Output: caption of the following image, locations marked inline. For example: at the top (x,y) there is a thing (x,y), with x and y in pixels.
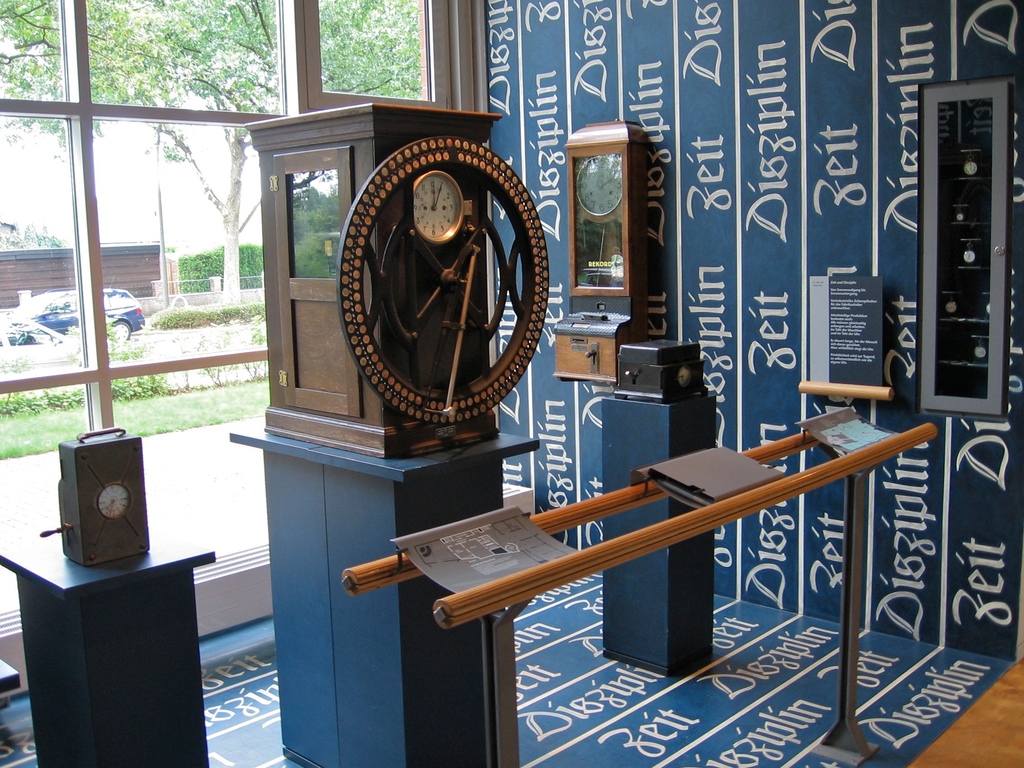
In this picture we can see objects (120,447) on the stand (280,441) and some text (907,167) written on the floor (725,700) and wall (774,177). We can see devices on stands (672,650). In the background of the image (614,314) we can see clock (629,305) in a box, object (947,229) and glass (203,348), through this glass (171,374) we can see plants (187,261), grass (141,413), cars (58,324), trees (128,38) and pole (164,259).
